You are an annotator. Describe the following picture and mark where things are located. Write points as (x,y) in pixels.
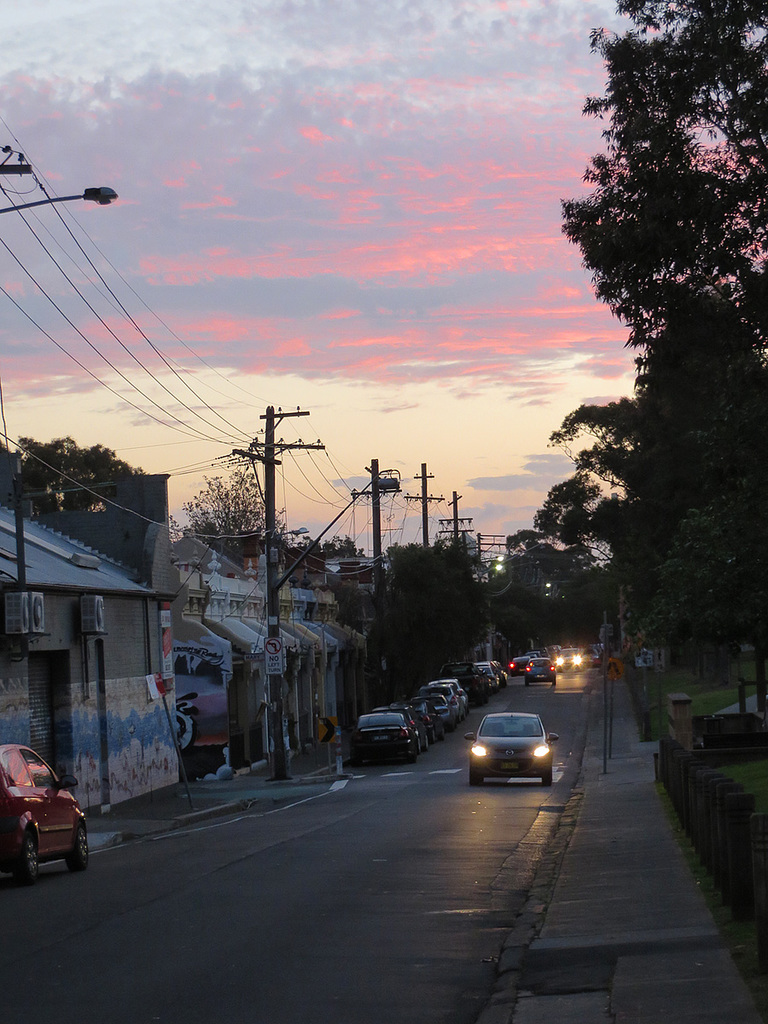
In this image we can see some cars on the road (373,818). We can also see utility poles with wires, buildings (235,662), trees (694,569), poles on the footpath (614,858), grass (692,864) and the sky (235,274) which looks cloudy.
